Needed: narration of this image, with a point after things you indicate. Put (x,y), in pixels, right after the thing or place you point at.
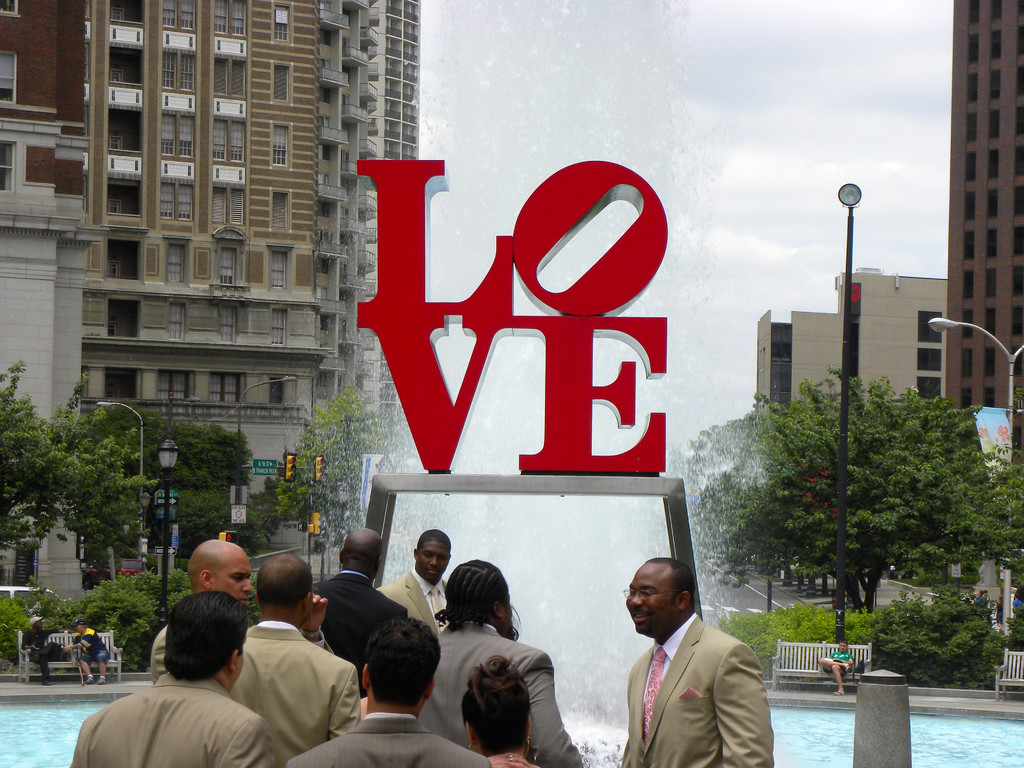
In this image I can see there is a fountain (534,517) and there is a statue (421,266), there is a group of people (309,646) standing and talking. There are a few poles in the background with lamps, there are a few benches (116,647) and a few people (843,644) are sitting on it, in the background (719,511) there are plants (62,623), trees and the sky (738,131) are cloudy.
